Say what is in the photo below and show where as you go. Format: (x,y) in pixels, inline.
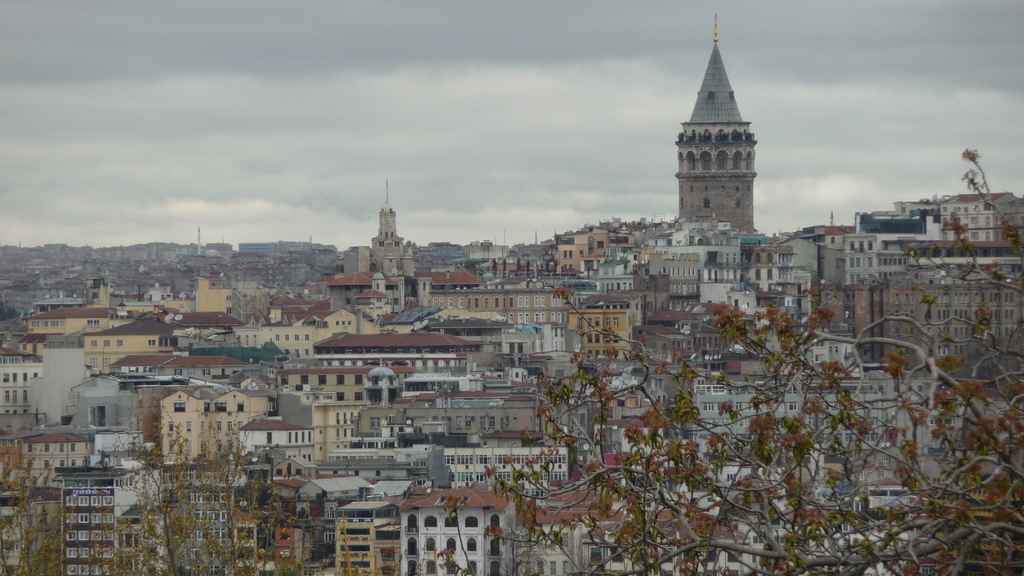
In the foreground of the image (498,527) we can see trees (140,496) and buildings (208,478). In the middle of the image (391,372) we can see buildings (304,324). On the top of the image (510,171) we can see the sky (439,91).
